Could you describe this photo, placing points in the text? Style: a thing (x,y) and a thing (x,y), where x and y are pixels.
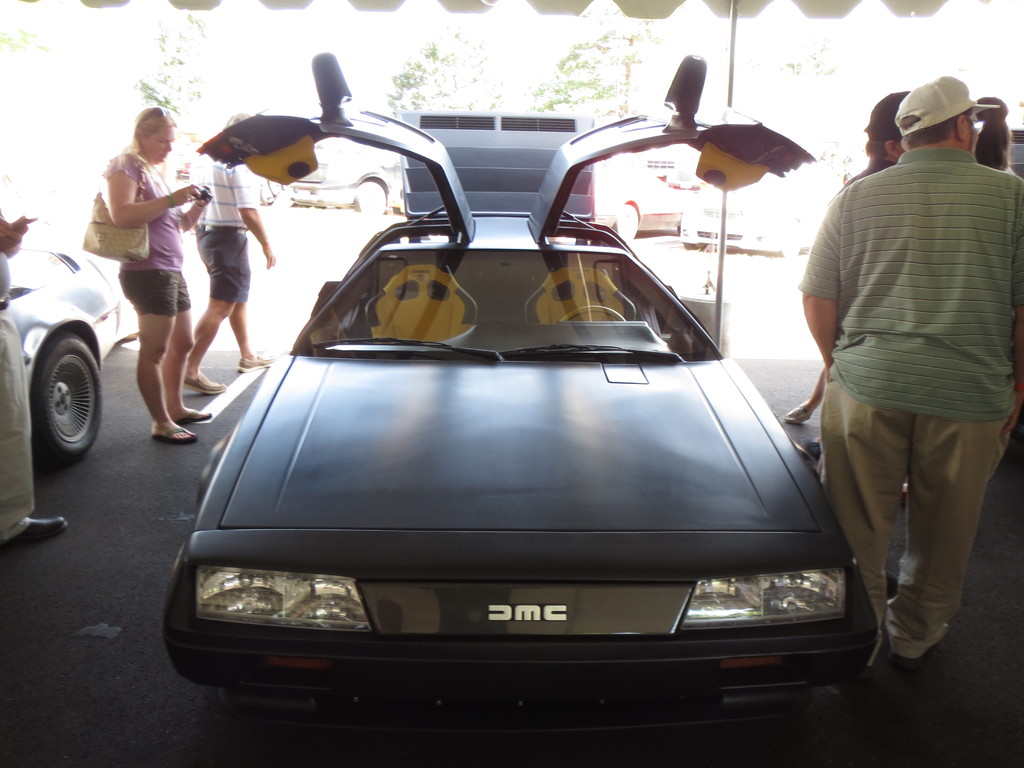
In this image there are a few vehicles (387,414), in between them there are a few people (162,232) standing and walking. In the background (337,177) there are trees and few vehicles (326,189) are parked.
